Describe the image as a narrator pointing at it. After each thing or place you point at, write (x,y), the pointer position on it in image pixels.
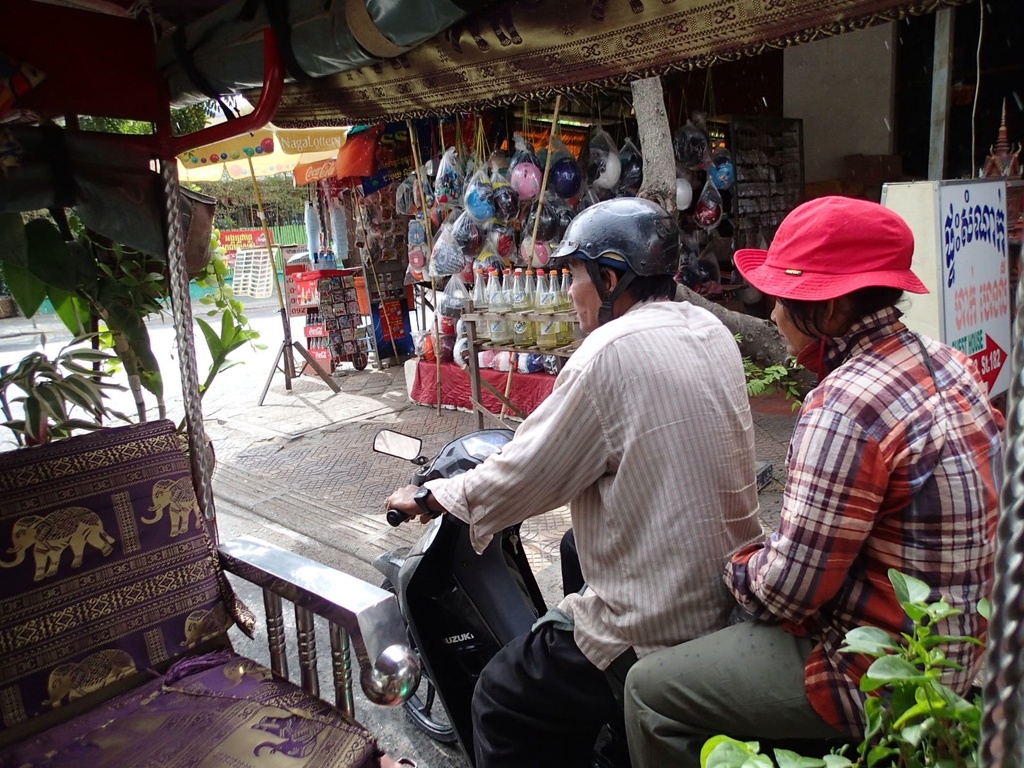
There are two persons (476,539) on a scooter (511,541). Front person (492,506) is wearing a helmet (636,267) and a watch (420,491). Back person (815,497) is wearing a hat (811,235). On the left side (131,577) there is a seat (221,649). Near to that there are plants (134,315). In the back (543,132) there is a shop (489,135). In the shop (491,138) there are bottles (520,336), helmets (504,231) and many other items (455,181). Also there is an umbrella (284,151) with a stand (290,328). On the right side (931,254) there is a board (952,260) with something written on that.
